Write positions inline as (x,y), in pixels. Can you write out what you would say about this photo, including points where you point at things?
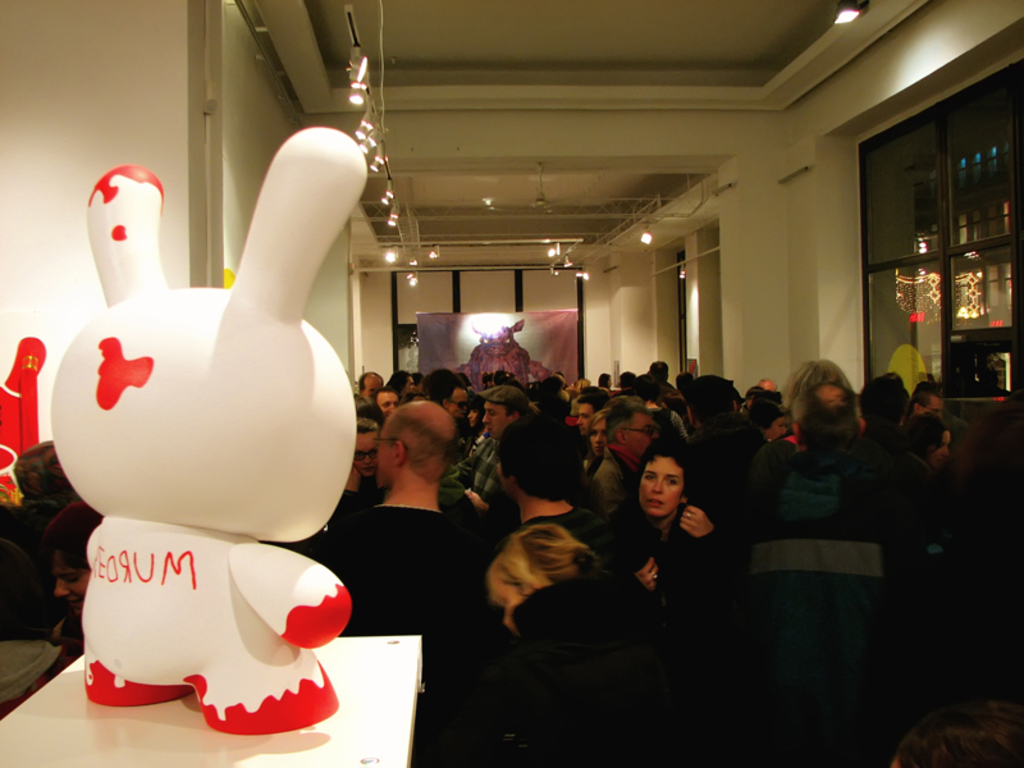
In this image I can see a crowd (701,489) on the floor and a doll (145,586) on the table (195,741). In the background (236,133) I can see a wall (60,90), lights (361,130), window (929,355), poster (496,341). This image is taken in a hall (594,218).
